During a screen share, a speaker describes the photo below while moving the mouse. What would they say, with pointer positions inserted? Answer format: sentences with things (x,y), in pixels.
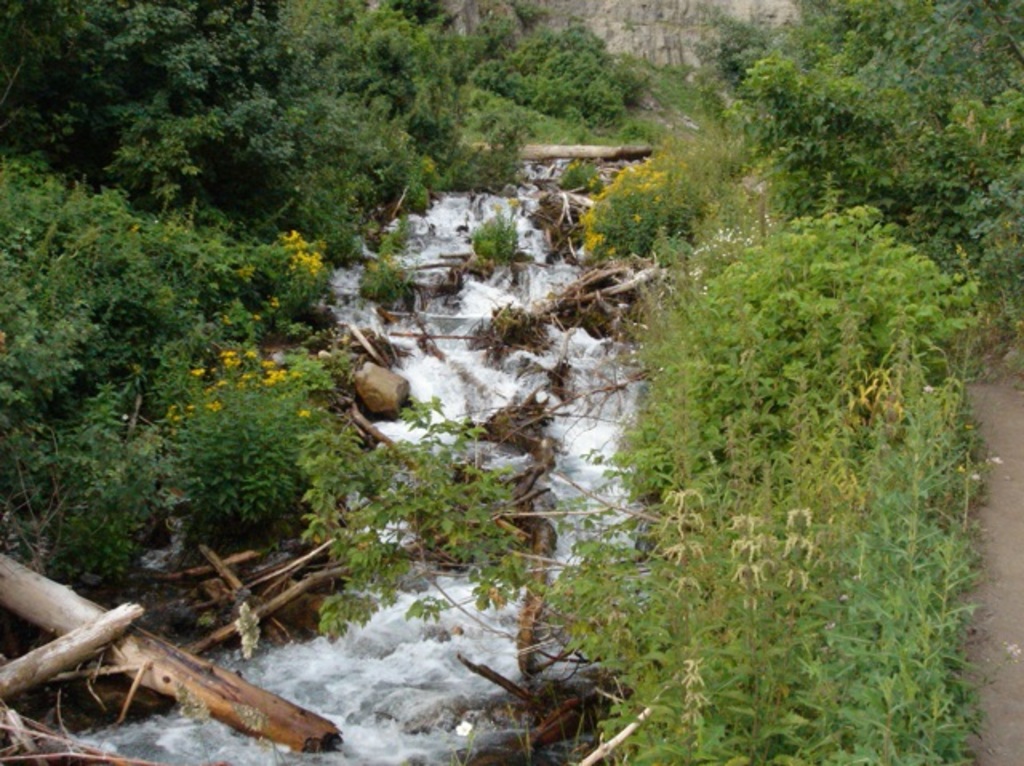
On the left side (223,606), there are sticks (137,639) and rocks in the water (594,409) and there are trees (222,252). On the right side (791,586), there are plants (846,192) and a path (978,446). In the background (1000,118), there are trees (753,53), plants (548,72), grass (476,123) and a hill (494,22).
